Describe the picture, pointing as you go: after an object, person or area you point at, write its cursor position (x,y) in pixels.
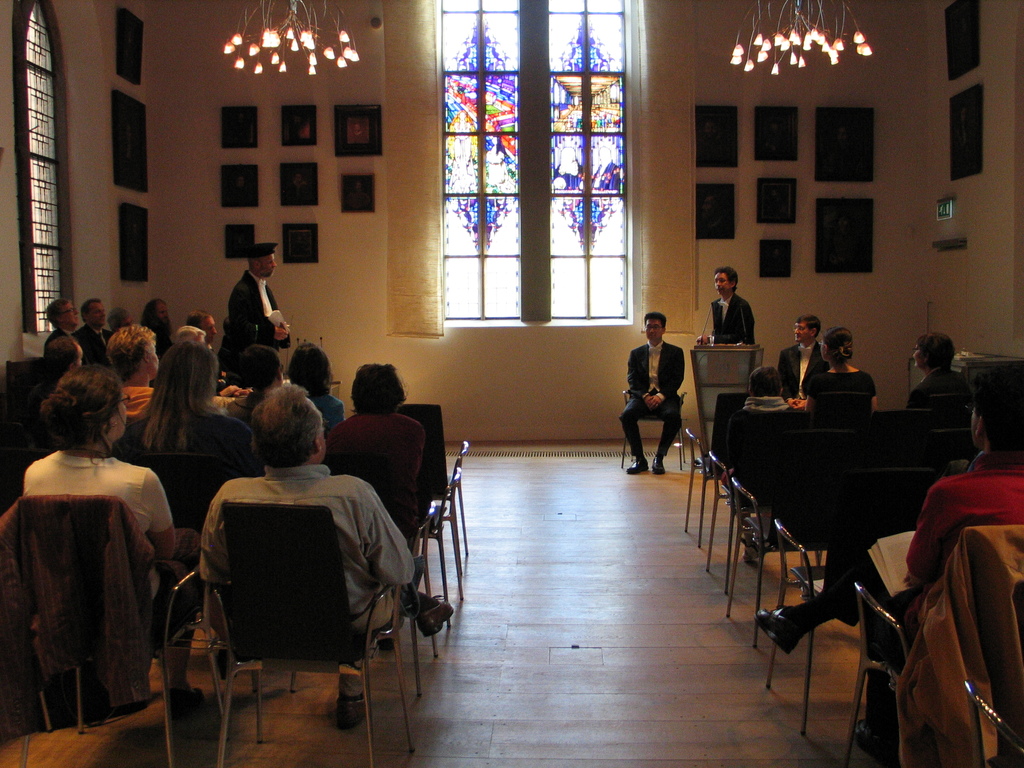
There are chairs (429,489) and some people (384,381) are sitting on the chairs (348,468). In the back (732,318) a person (732,318) is standing near to the podium (743,344). On the left side (252,311) a person (246,314) is standing wearing a cap (262,251) and holding something. On the top (259,67) there are chandeliers (741,33). In the back (562,154) there is a window (549,216). Also there are photo frames (857,230) on the wall (77,184).
